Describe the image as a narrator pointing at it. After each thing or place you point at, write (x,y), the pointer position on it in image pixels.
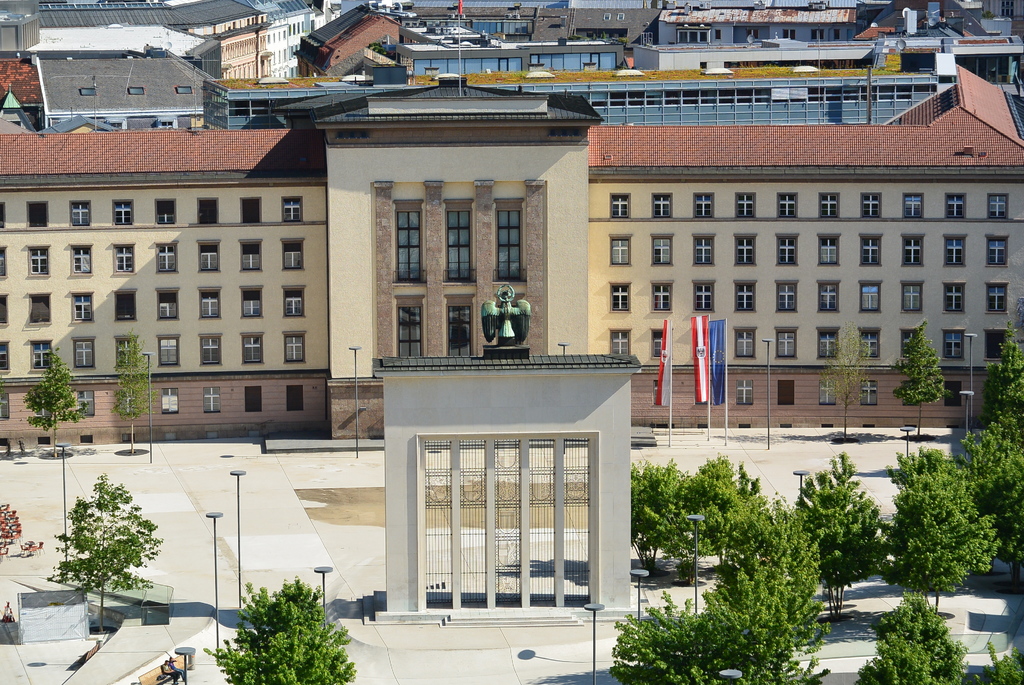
This picture might be taken from outside of the building (470,338). In this image, on the right side (988,404), we can see some trees (915,541) and plants (719,575). On the left side (321,630), we can see some pole (322,572), trees (322,610), plants (103,560). In the middle of the image (509,450), we can see an arch (542,558). In the background (23,354), we can see some flags (703,392), trees (1005,403), statue (484,331), building (656,327), glass window (861,334), houses (573,85).
